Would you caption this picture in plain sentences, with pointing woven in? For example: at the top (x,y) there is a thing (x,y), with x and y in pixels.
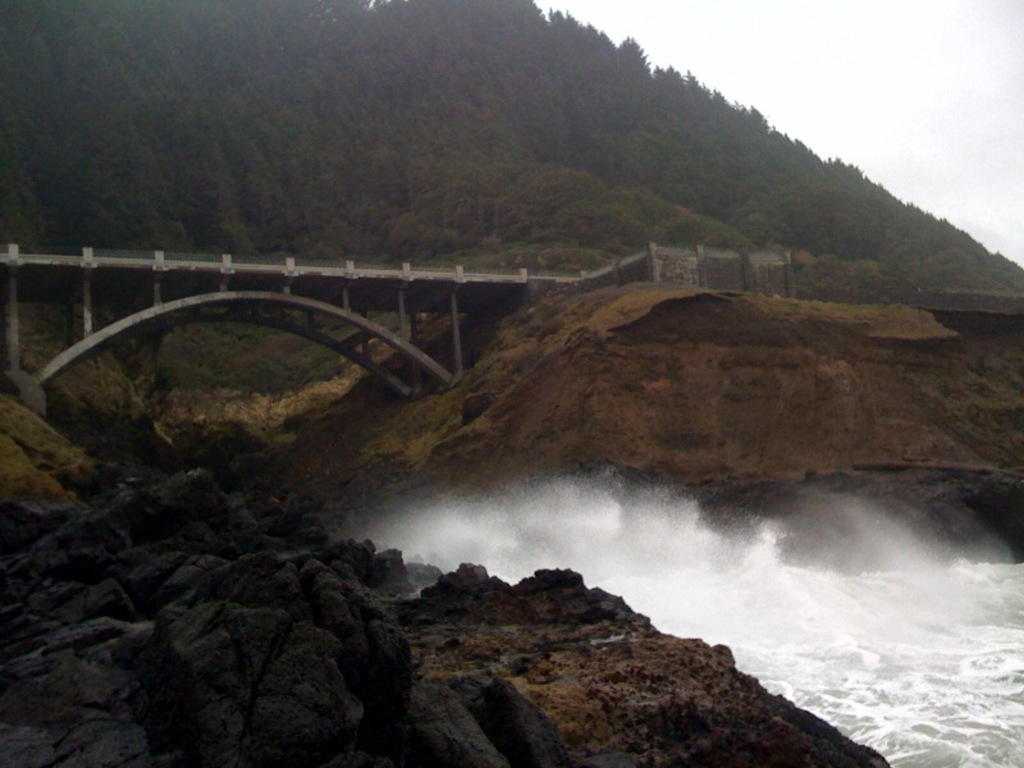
In this picture there is a bridge (260,324) and there are trees (594,181) on the mountain (744,132). In the foreground (196,755) there are rocks (185,524). At the top (717,25) there is sky (1013,173). At the bottom (713,543) there is water (747,552).
